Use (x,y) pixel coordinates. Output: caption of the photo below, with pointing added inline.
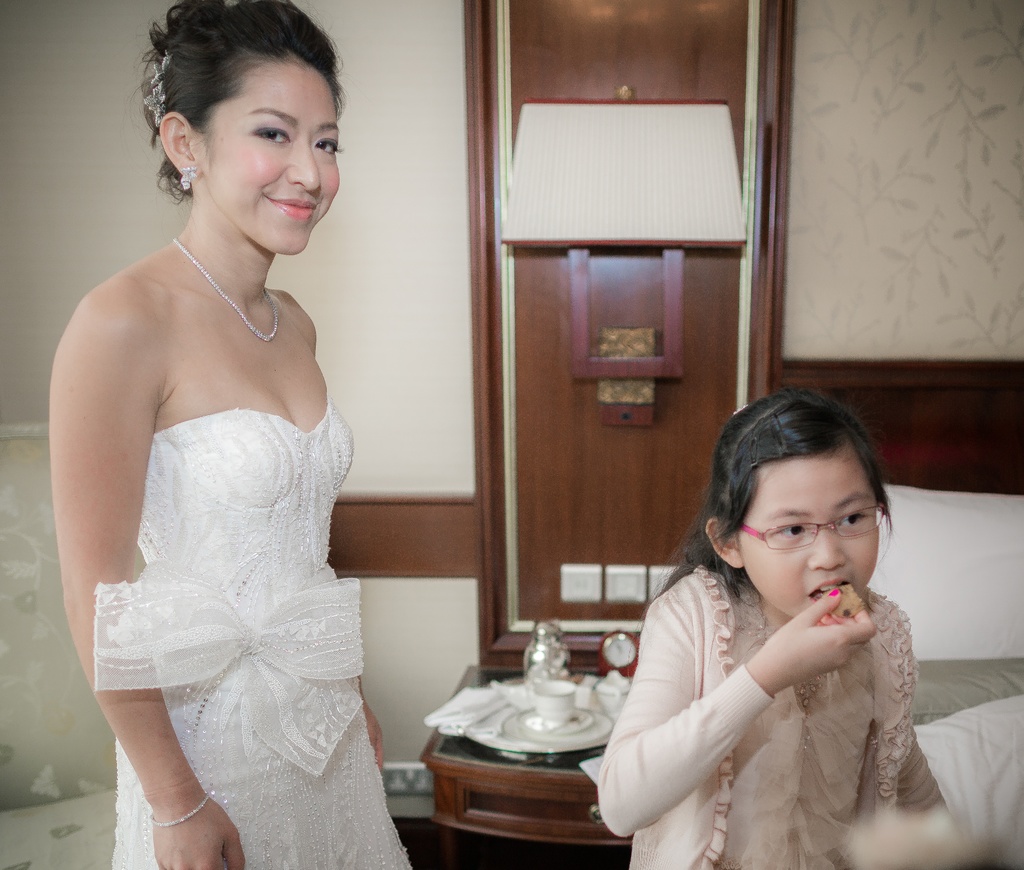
This image consists of a woman (231,510) wearing white dress (219,682). Beside her there is a small girl (859,737) eating cookies (859,609). In the background (964,287), there is a wall (495,375) along with a table (474,671) and a lamp (642,341).
